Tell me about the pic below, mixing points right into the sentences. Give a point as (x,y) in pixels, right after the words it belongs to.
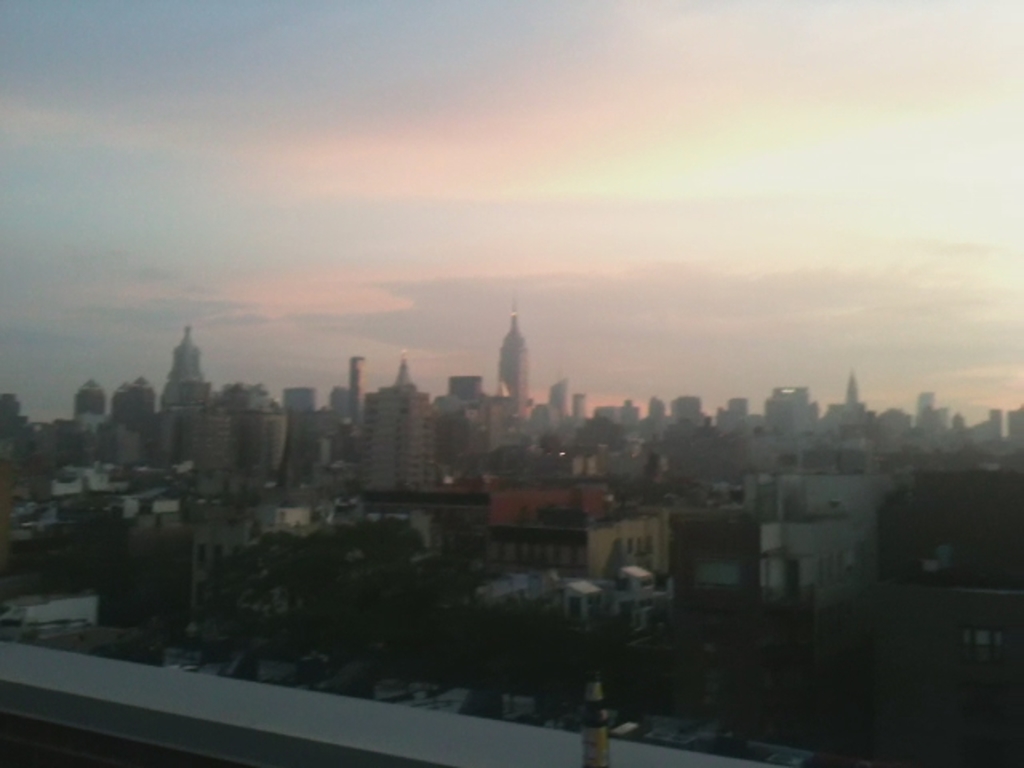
This is the picture of the view of a place where we have some buildings (929,595), houses (687,691), trees (587,640) and some other clouds (1001,390) to the sky (911,402).
